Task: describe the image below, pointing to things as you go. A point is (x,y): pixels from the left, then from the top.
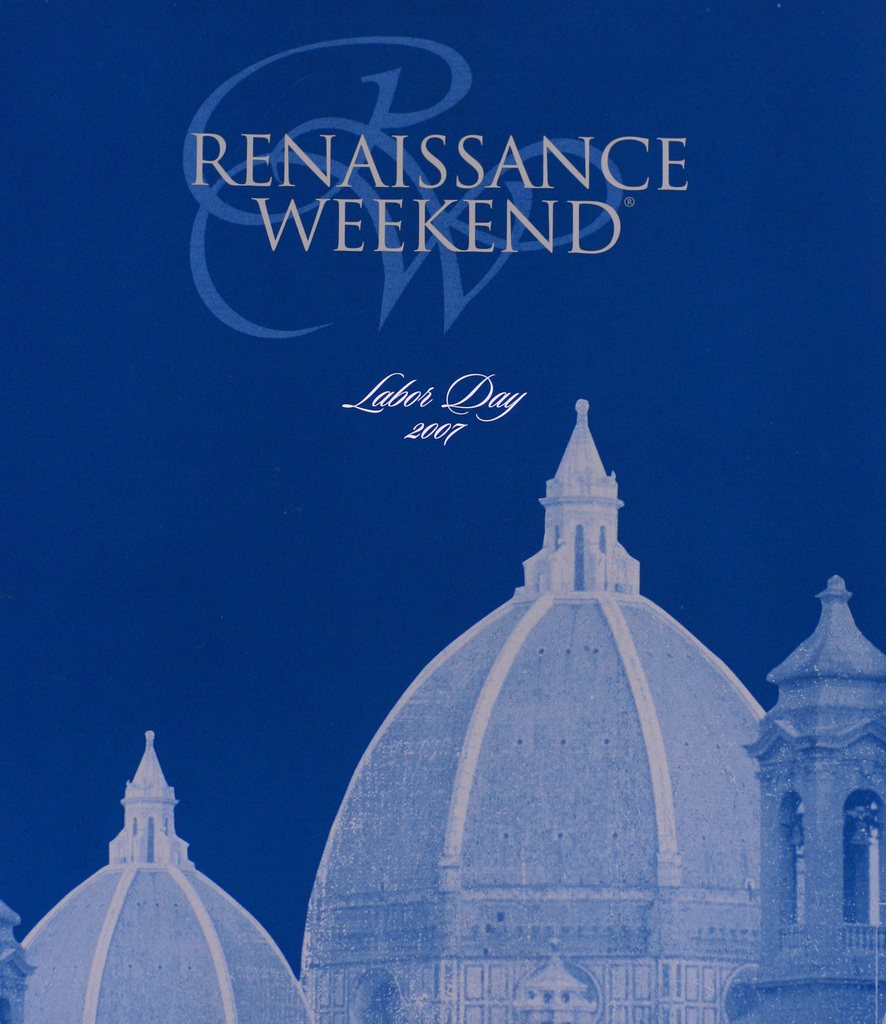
In this picture I can observe domes (486,807). I can observe text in the top (508,241) and middle of the picture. The background (492,449) is in blue color.
